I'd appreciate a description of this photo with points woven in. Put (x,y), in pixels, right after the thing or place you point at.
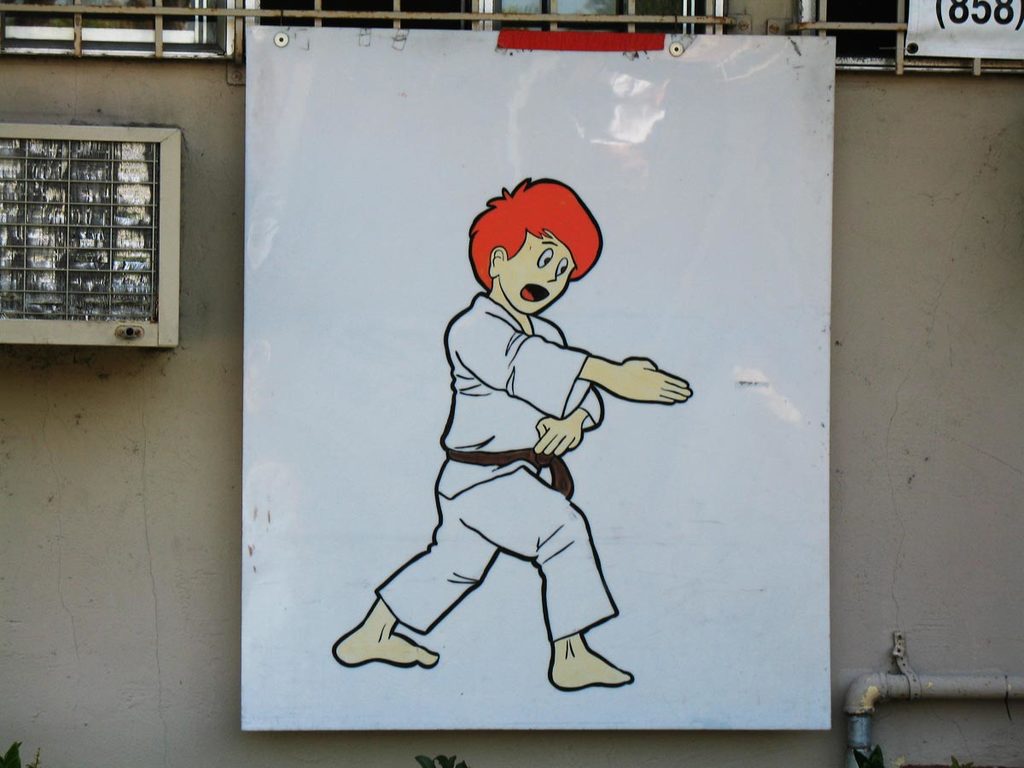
In the image we can see the white board (443,247), on it there is a drawing (512,426) of a person (477,422), wearing clothes (478,459). Here we can see the wall (901,376), fence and the pipe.
